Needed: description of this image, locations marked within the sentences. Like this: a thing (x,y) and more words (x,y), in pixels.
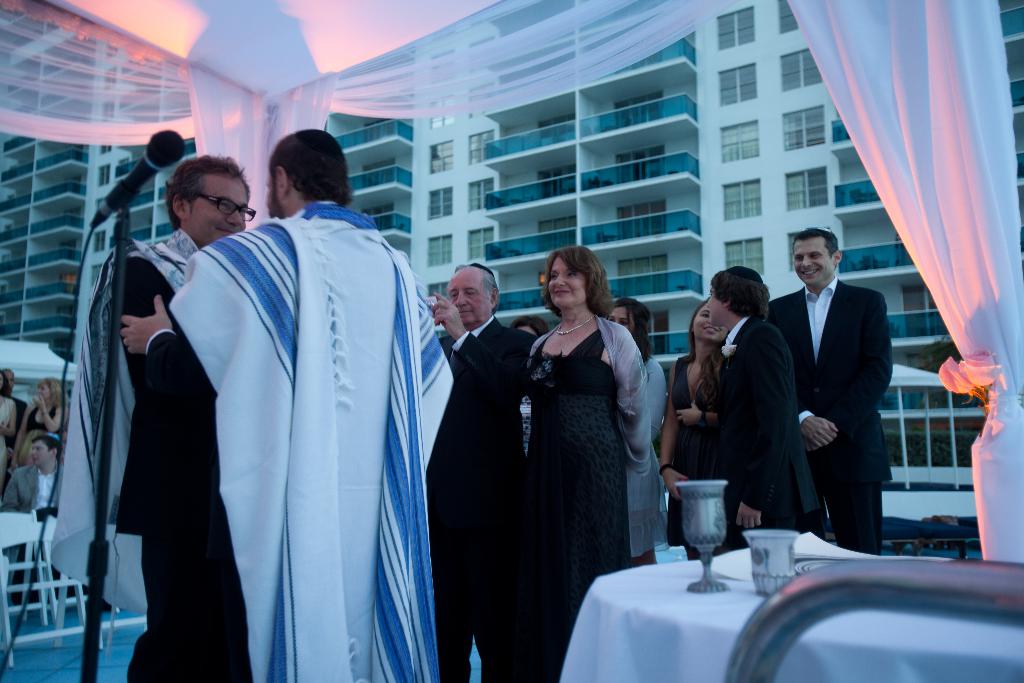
In this picture I can see a group of people (858,296) standing in the middle (474,361), on the right side (702,578) there are few things (759,577) on a table (859,644). On the left side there is the microphone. In the background (611,252) there are buildings (802,222), at the top (962,91) I can see the cloth (977,91). On the left side (5,416) I can see few persons (55,443) and chairs (27,524).
